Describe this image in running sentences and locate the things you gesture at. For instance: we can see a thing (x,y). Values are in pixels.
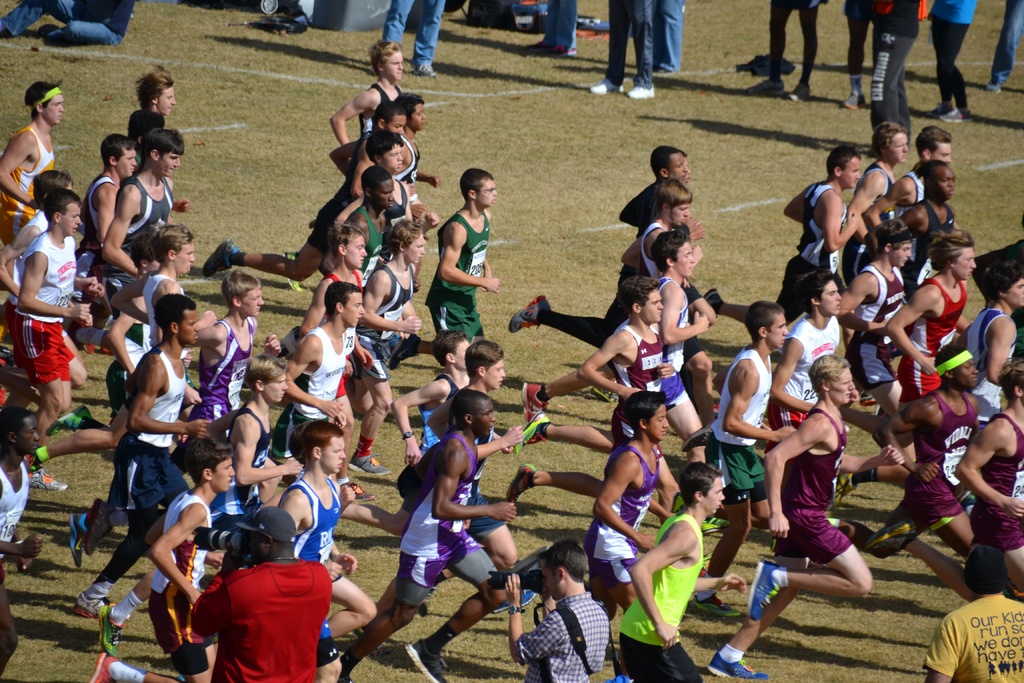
In this image I can see few men (912,292) are wearing t-shirts (65,249), shirts (53,274) and running in the ground (837,607) towards the right side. On the top of the image (907,43) I can see few people (396,22) are standing.
